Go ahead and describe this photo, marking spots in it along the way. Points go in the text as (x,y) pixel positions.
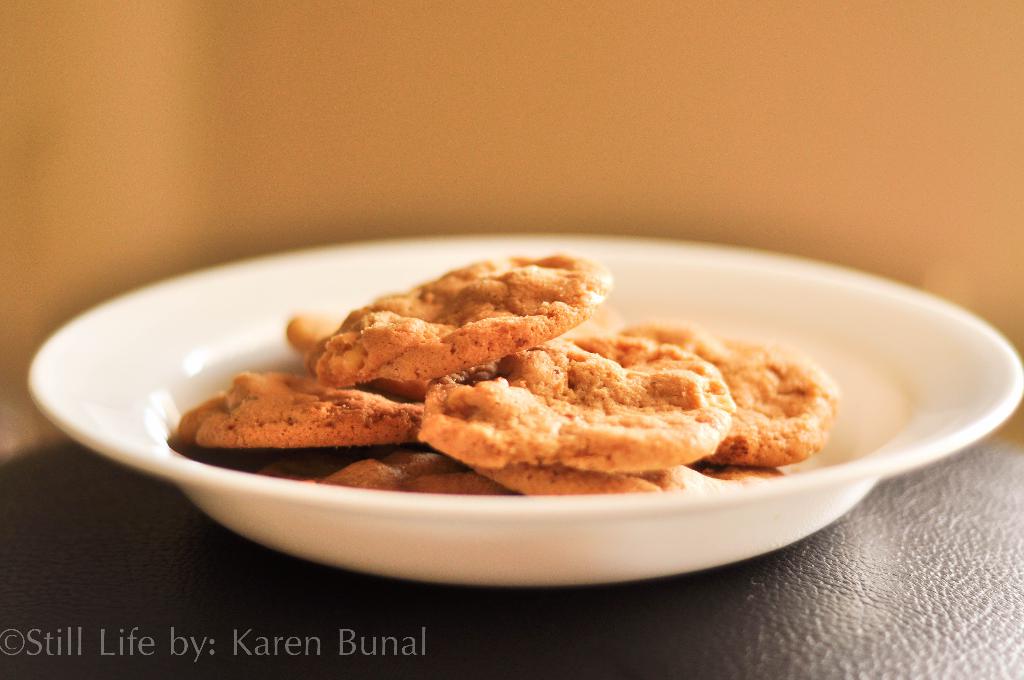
In the image in the center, we can see one table (828,565). On the table (876,560), there is a plate (749,525). In the plate (787,525), we can see some food items (714,460). At the left bottom of the image (11,650), there is a watermark (7,636). In the background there is a wall (579,167).
